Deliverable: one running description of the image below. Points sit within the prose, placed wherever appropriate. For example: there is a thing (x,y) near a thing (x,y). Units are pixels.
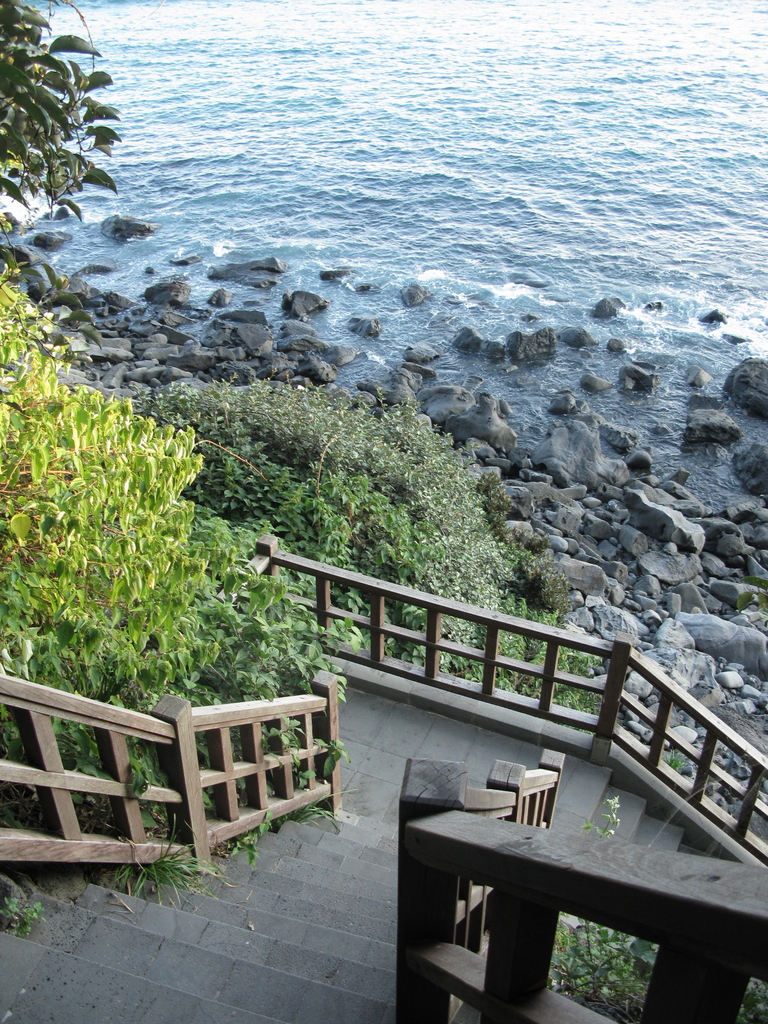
In this image we can see there are stairs (310,889) with wooden railing (498,819). And there are trees (180,466), stones (192,371) and water (527,194).
